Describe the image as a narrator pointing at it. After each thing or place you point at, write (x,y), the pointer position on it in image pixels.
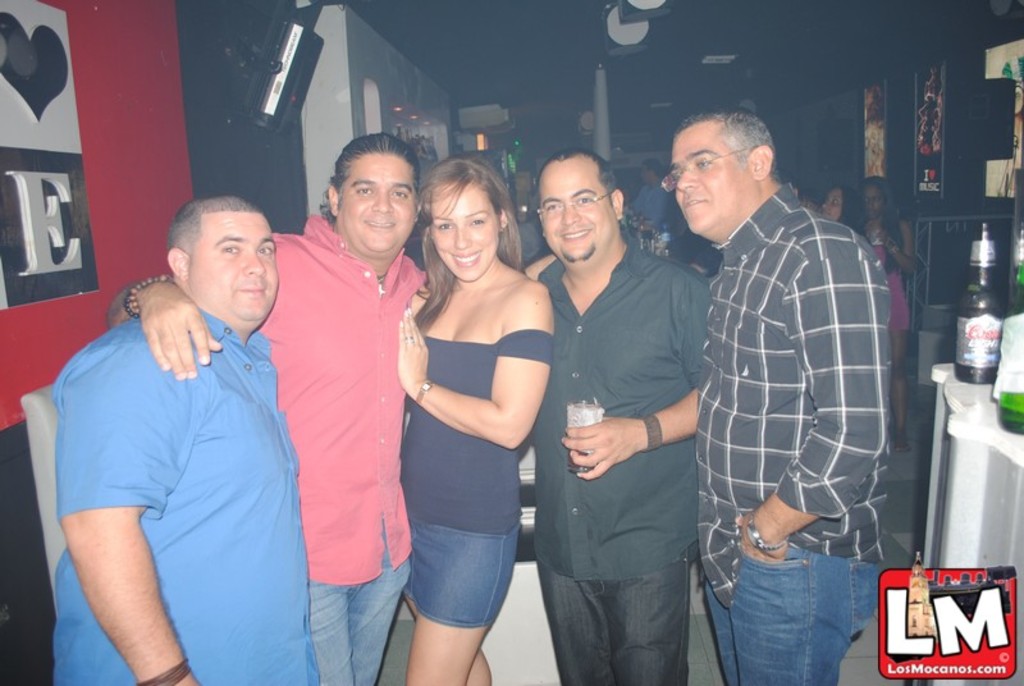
In this picture there are some men (346,323) and women (448,503) standing in the front of the camera, smiling and giving a pose. Behind there is a white color wall (331,92) and black speaker (291,46). On the right side (1013,322) there are some beer bottles (979,305) on the white color table (942,547).
